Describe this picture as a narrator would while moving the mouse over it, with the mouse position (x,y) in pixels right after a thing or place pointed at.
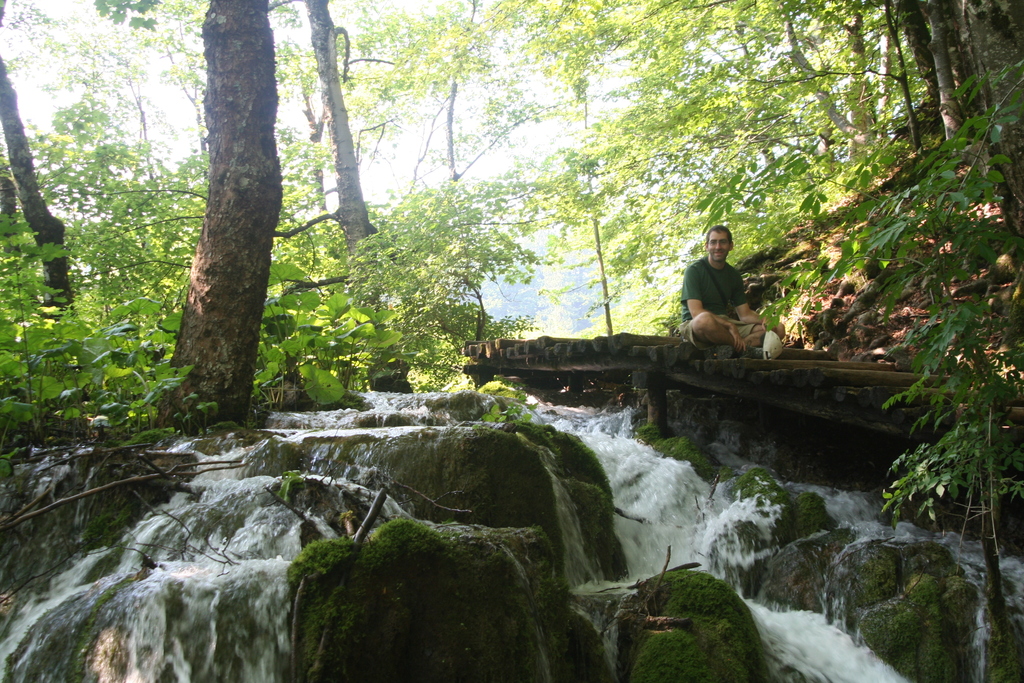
This image is taken outdoors. In this image there are many trees (294,258) and plants (958,336) on the ground (893,268). In the middle of the image (681,327) a man (702,331) is sitting on the wooden bridge (712,358). At the bottom of the image (421,535) there are many rocks (518,539) and water (665,541) is flowing.
